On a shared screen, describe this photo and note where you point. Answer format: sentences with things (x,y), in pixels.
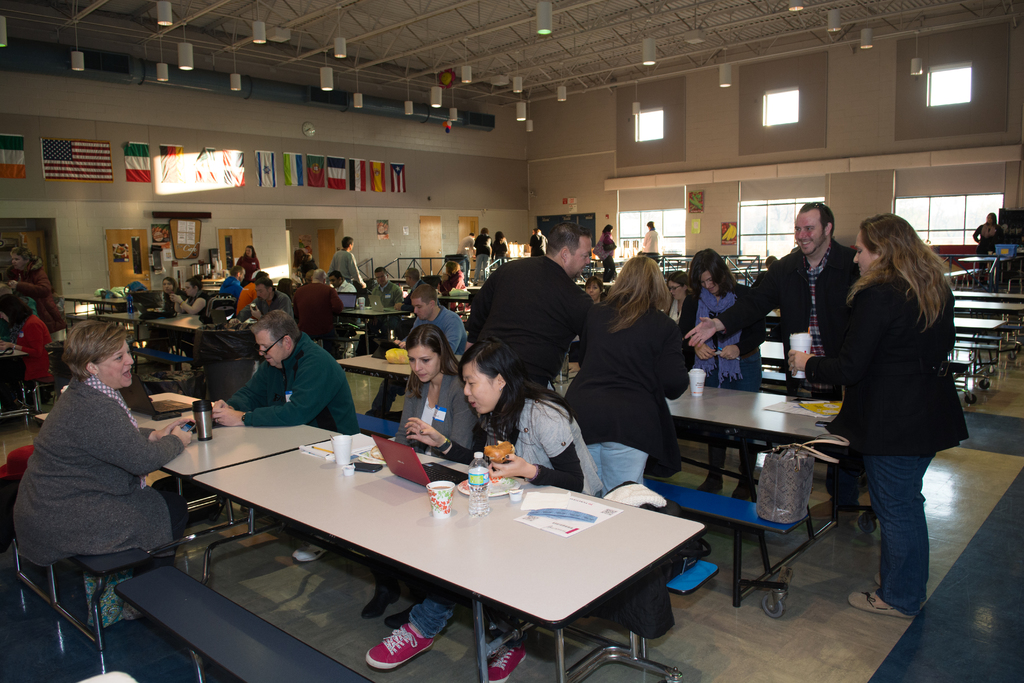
In a room (65,190) there are so many chairs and tables (738,593) arranged and at one table (486,553) there are few people (884,262) standing and on the other side of wall (23,125) there flags (83,162) stick which representing all the countries. Below that there is a display board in which some content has been stuck and opposite to that there are so many windows (785,204) on wall (1012,106).
